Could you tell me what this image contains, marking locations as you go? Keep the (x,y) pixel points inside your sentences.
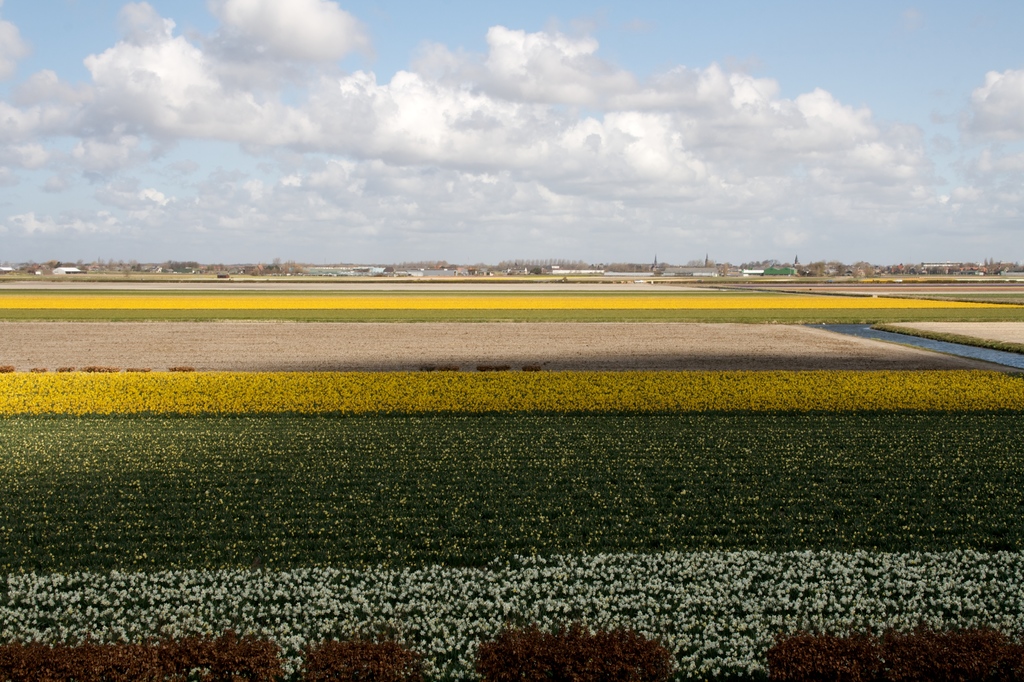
In the image we can see some grass (1007,344) and trees (34,271) and buildings (3,269). At the top of the image (592,222) there are some clouds (347,222) and sky (798,3).
